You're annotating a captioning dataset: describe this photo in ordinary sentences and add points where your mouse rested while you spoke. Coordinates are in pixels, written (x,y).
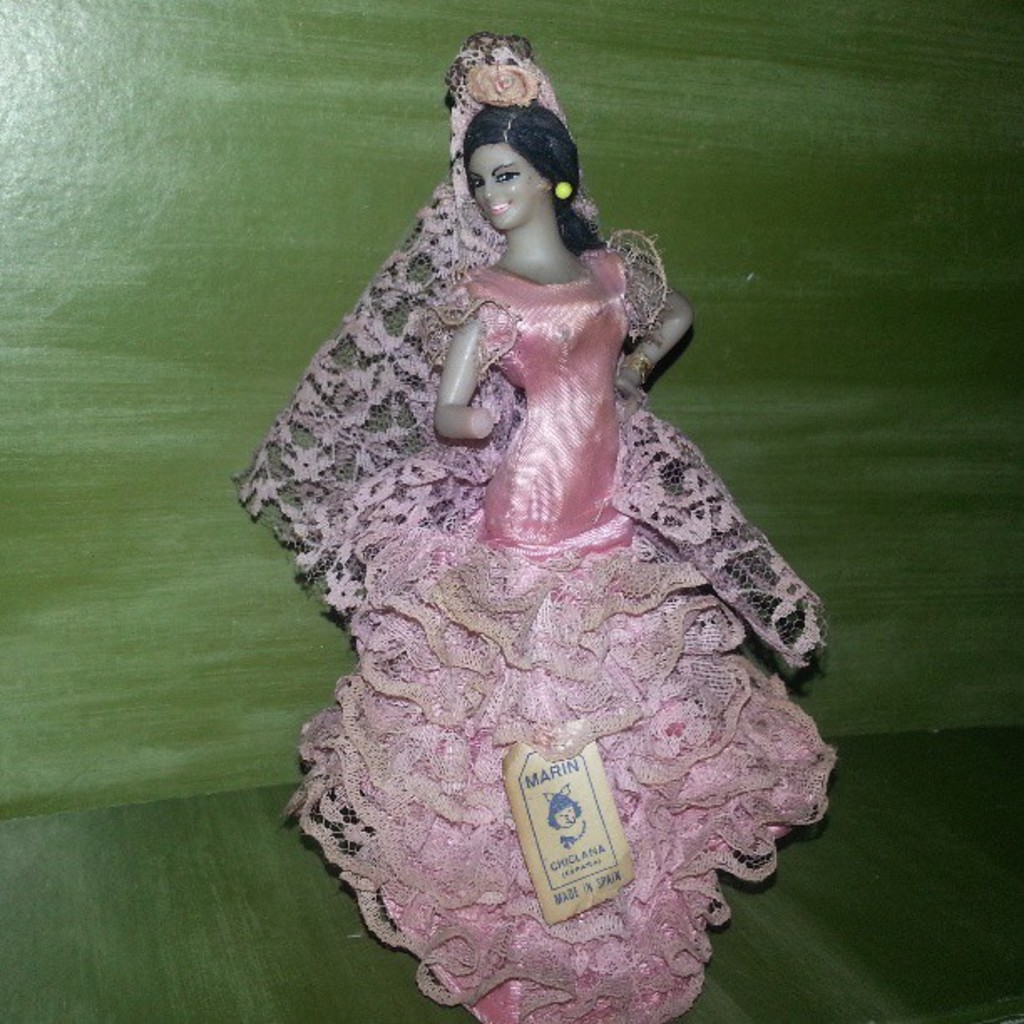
In the picture we can see a doll (467,760) of a woman which is in a pink dress (387,729) and behind it, we can see a wall (770,430) which is green in color.
